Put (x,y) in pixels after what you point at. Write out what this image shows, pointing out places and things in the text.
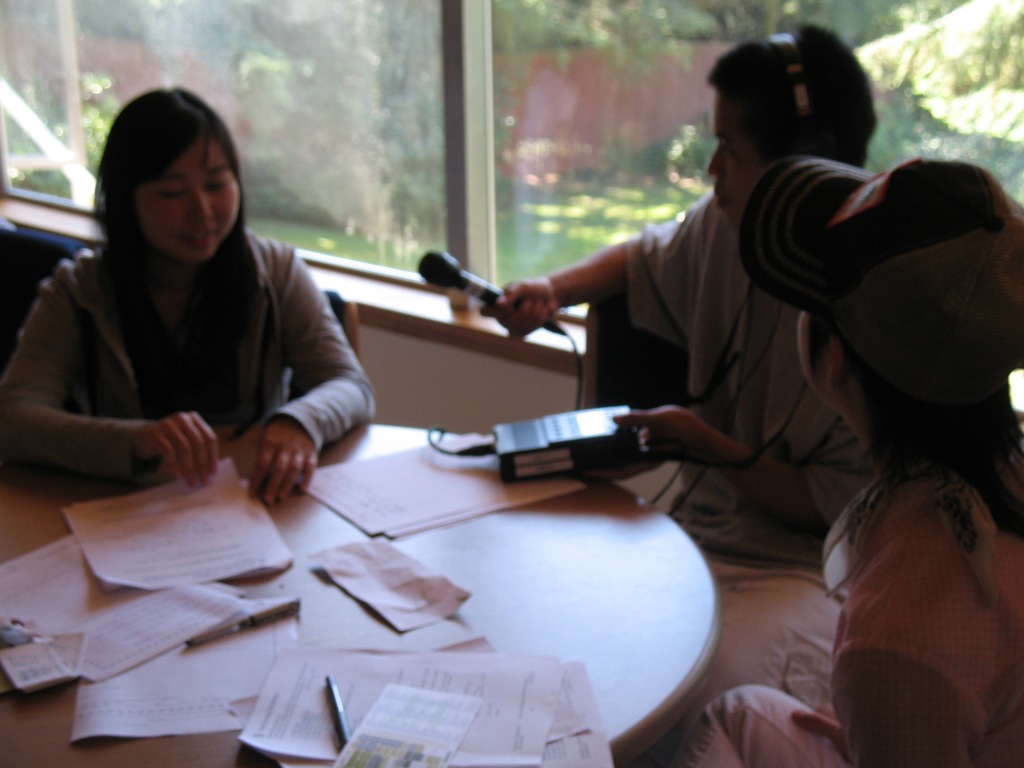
In this picture we can see woman (178,199) talking on mic (444,270) when mic (449,257) is hold by this man (735,163) and beside to him there is other woman (901,412) looking at him and in front of them there is table (285,597) and on table (390,447) we can see papers (475,704) and in background (240,79) we can see tree (304,70), wall (545,132), grass (588,208).
